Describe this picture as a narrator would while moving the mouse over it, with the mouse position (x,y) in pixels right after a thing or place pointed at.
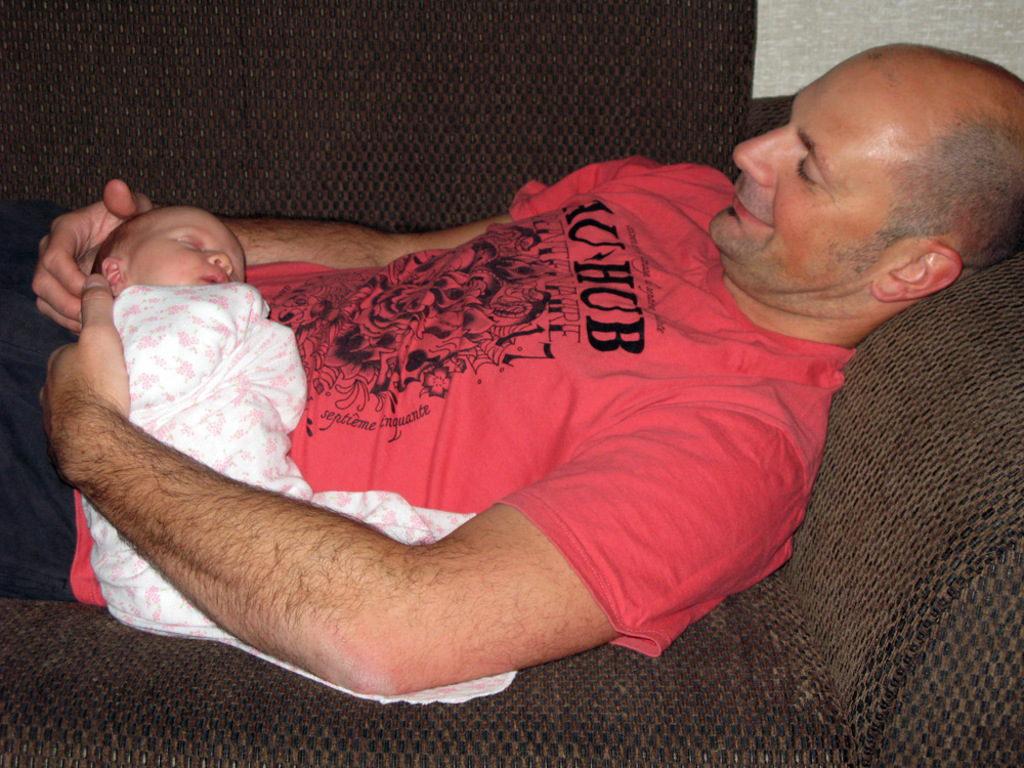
In this image I can see a man (325,269) wearing red color t-shirt (620,363), holding a baby (185,366) in the hands (87,306) and laying on a couch (782,633). He is smiling. The couch (417,80) is in brown color.
